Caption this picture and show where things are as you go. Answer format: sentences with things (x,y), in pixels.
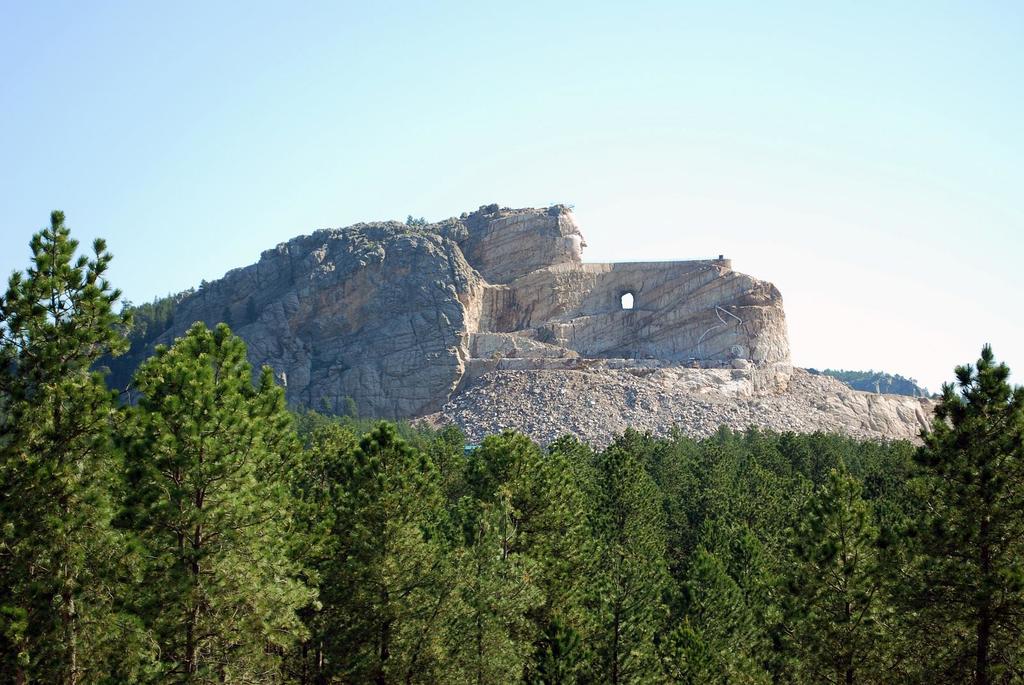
At the bottom of the picture (650,557), we see the trees (749,604). In the middle of the picture (508,379), we see the stones (597,367) and rocks (566,281). There are trees (851,372) in the background (900,383). At the top (425,69), we see the sky (515,135), which is blue in color.
